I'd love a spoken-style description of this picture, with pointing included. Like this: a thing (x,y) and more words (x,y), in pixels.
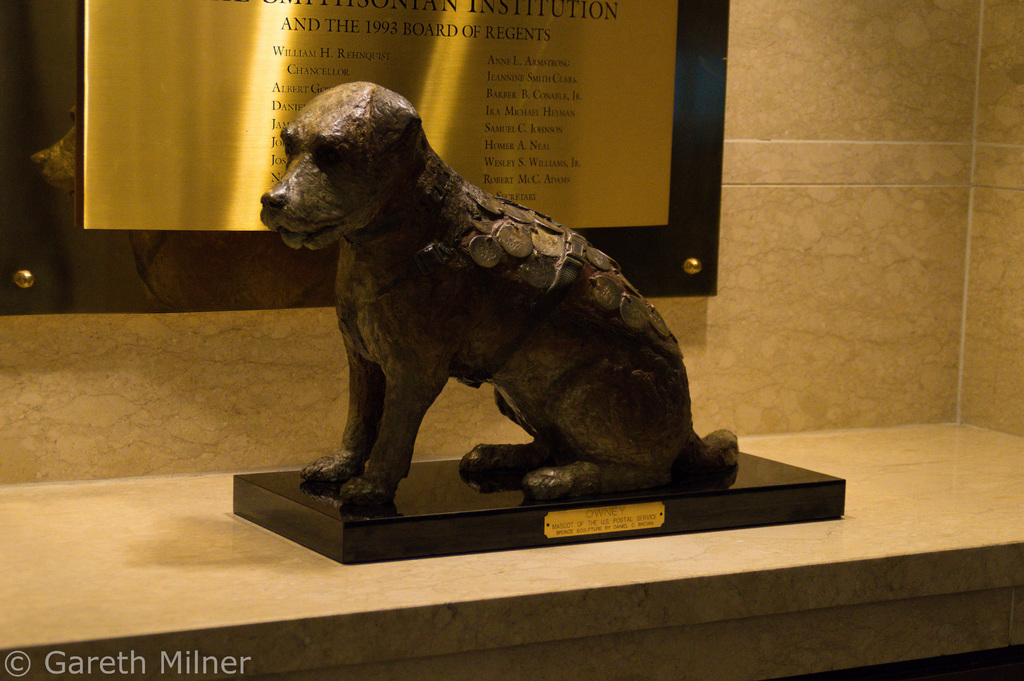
In this image there is a animal sculpture (532,346) on the table (952,467), beside that there is a bronze board (538,137) on the wall (13,395) with some note (546,150).
